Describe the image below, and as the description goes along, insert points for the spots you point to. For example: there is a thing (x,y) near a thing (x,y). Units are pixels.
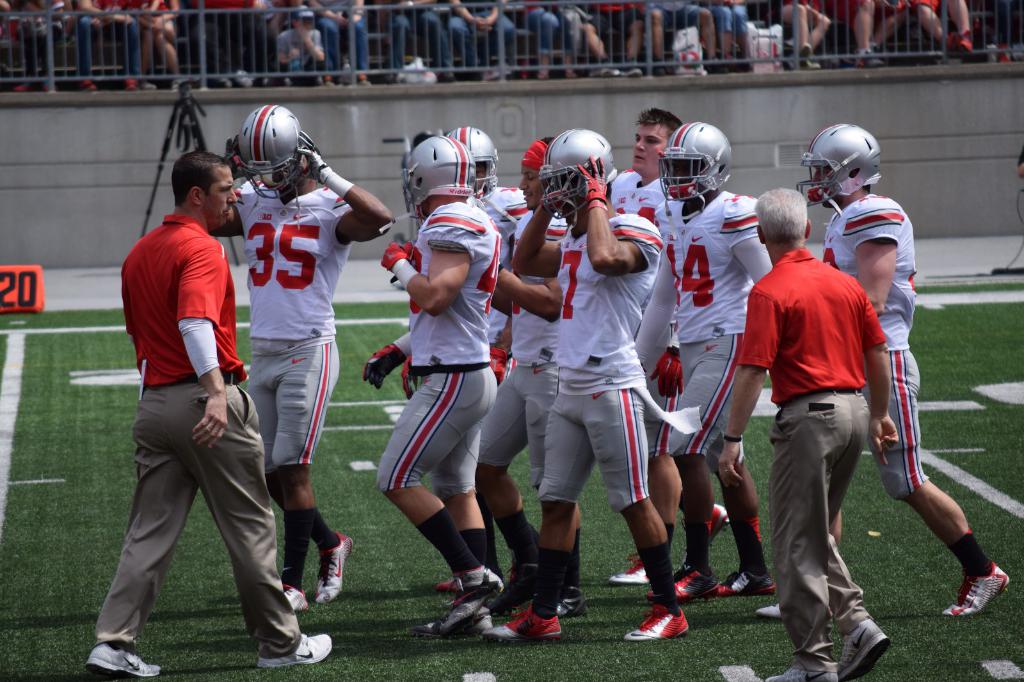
In this image there are few people (513,333) walking on the ground (870,457), behind them there is a railing (439,47), behind the railing (558,2) there are few spectators (811,42).
